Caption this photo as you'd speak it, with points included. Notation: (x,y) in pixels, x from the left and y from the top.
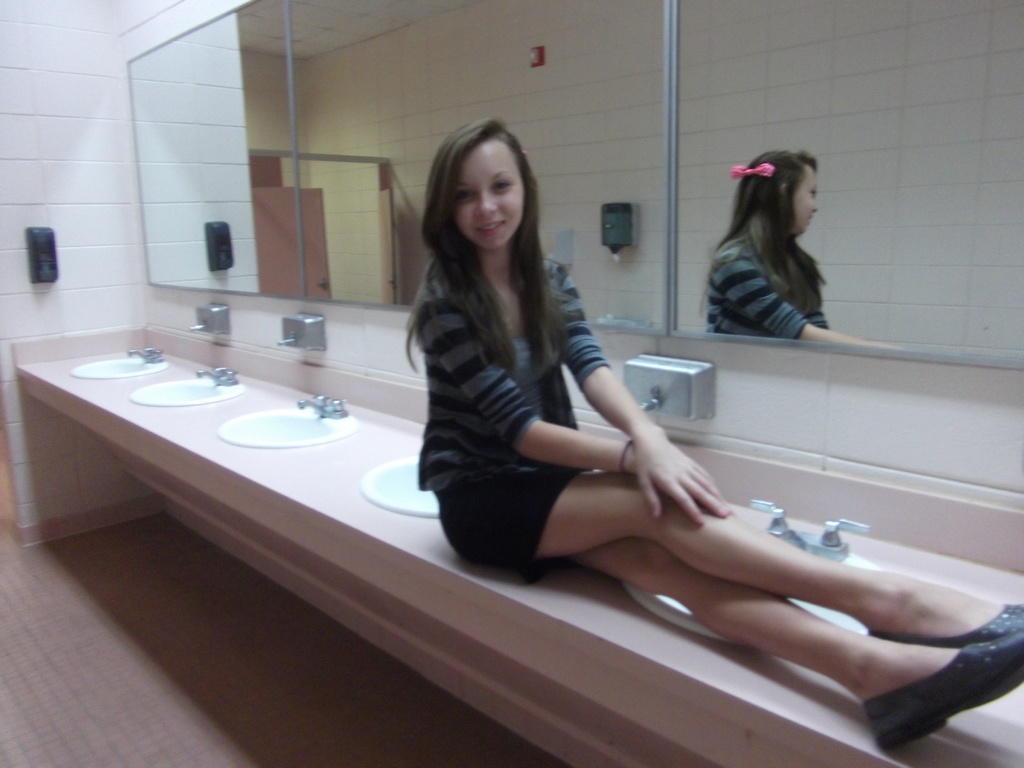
There is a girl (476,258) in a black color short (491,505) sitting on a table (630,630), smiling near a mirror (851,148) and white color sinks (286,432) which are having taps (844,526). On the left side (123,619), there is floor (119,699). In the background (145,396), there are white color sinks (263,427) which are having taps (153,352). And there is a black color object (50,244) which is attached to the white color wall (20,239).
